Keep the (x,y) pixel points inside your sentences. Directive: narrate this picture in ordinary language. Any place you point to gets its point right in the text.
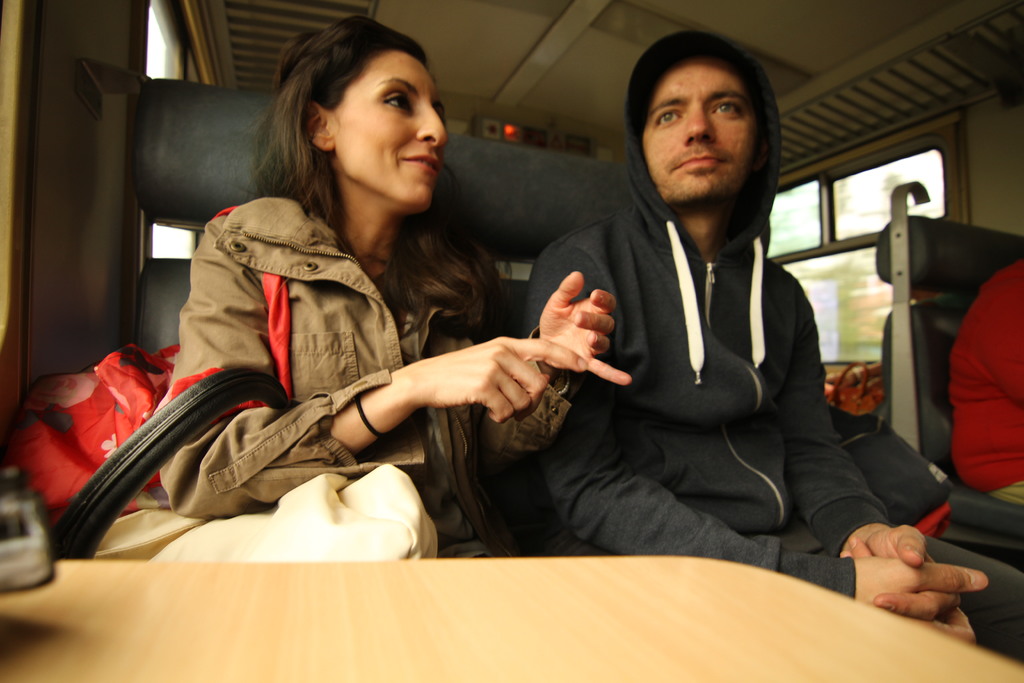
In this picture we can see some people (573,398) are sitting on the seats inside of a vehicle (488,117). A woman (347,299) in the jacket (351,348) is explaining something. Behind the people (254,328) there is an object (534,135) and a window (827,268). Behind the window (845,268), they are looking like trees (846,286).
